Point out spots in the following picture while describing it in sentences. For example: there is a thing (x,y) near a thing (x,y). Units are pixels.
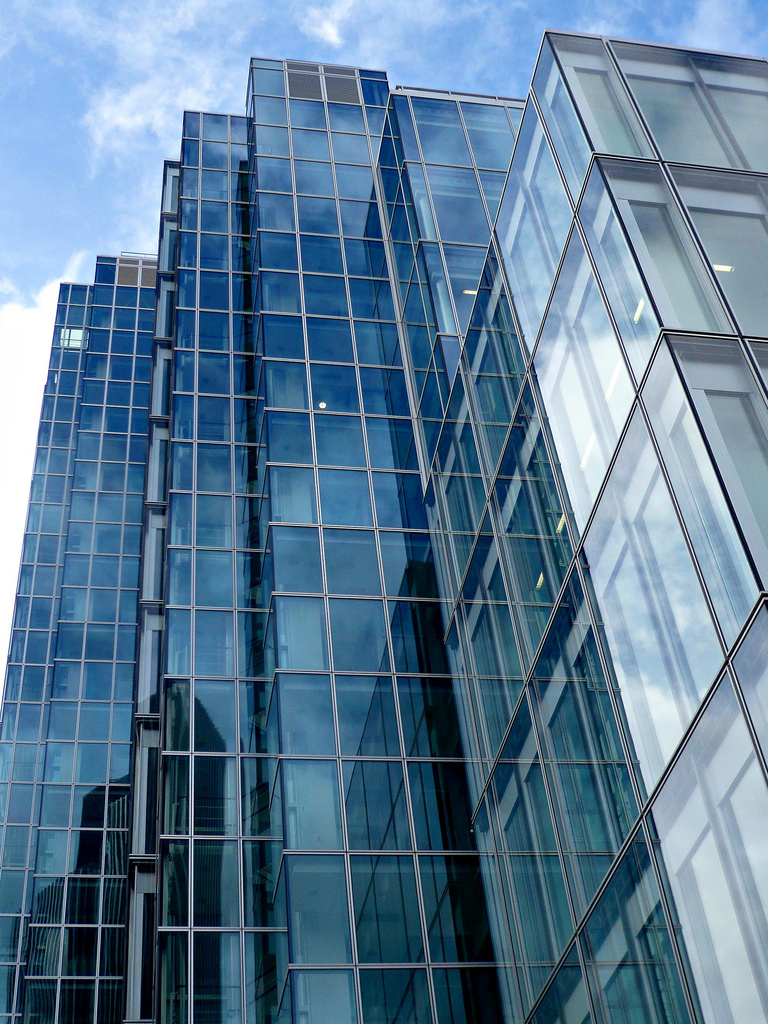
In this image, we can see some glass buildings (221,578) and at the top (209,50) we can see the sky (290,11).
